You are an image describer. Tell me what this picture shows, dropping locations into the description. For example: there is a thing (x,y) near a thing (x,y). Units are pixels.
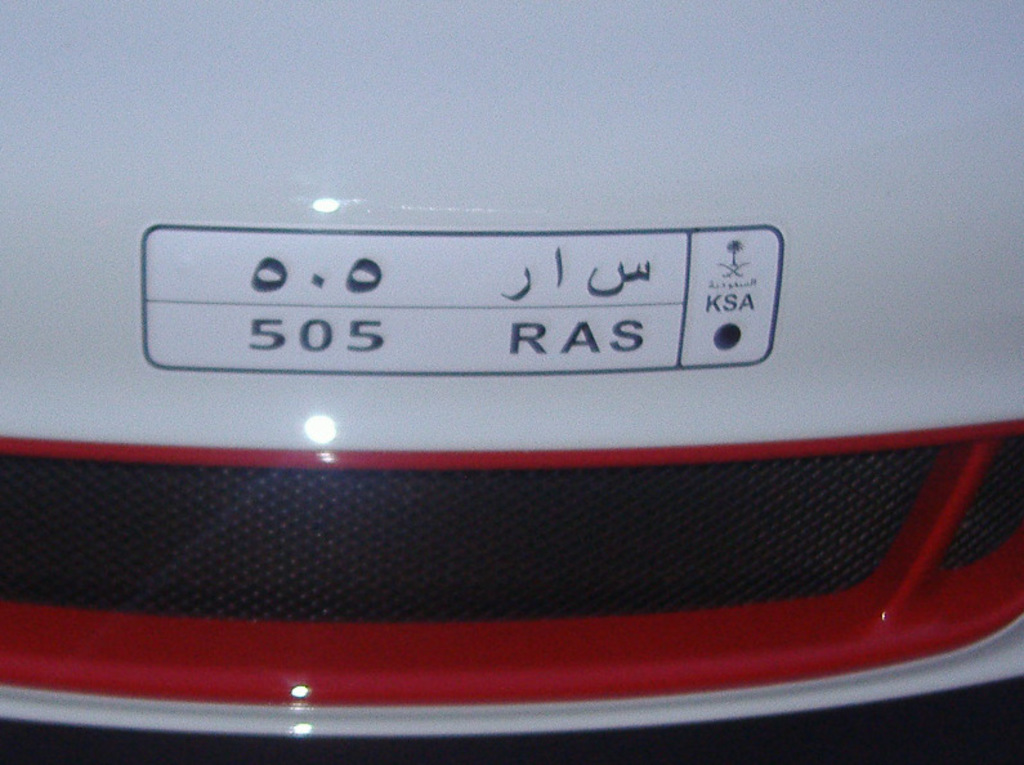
In this image we can see the number plate (430,310) of a car (599,122) which is in white and red color.
